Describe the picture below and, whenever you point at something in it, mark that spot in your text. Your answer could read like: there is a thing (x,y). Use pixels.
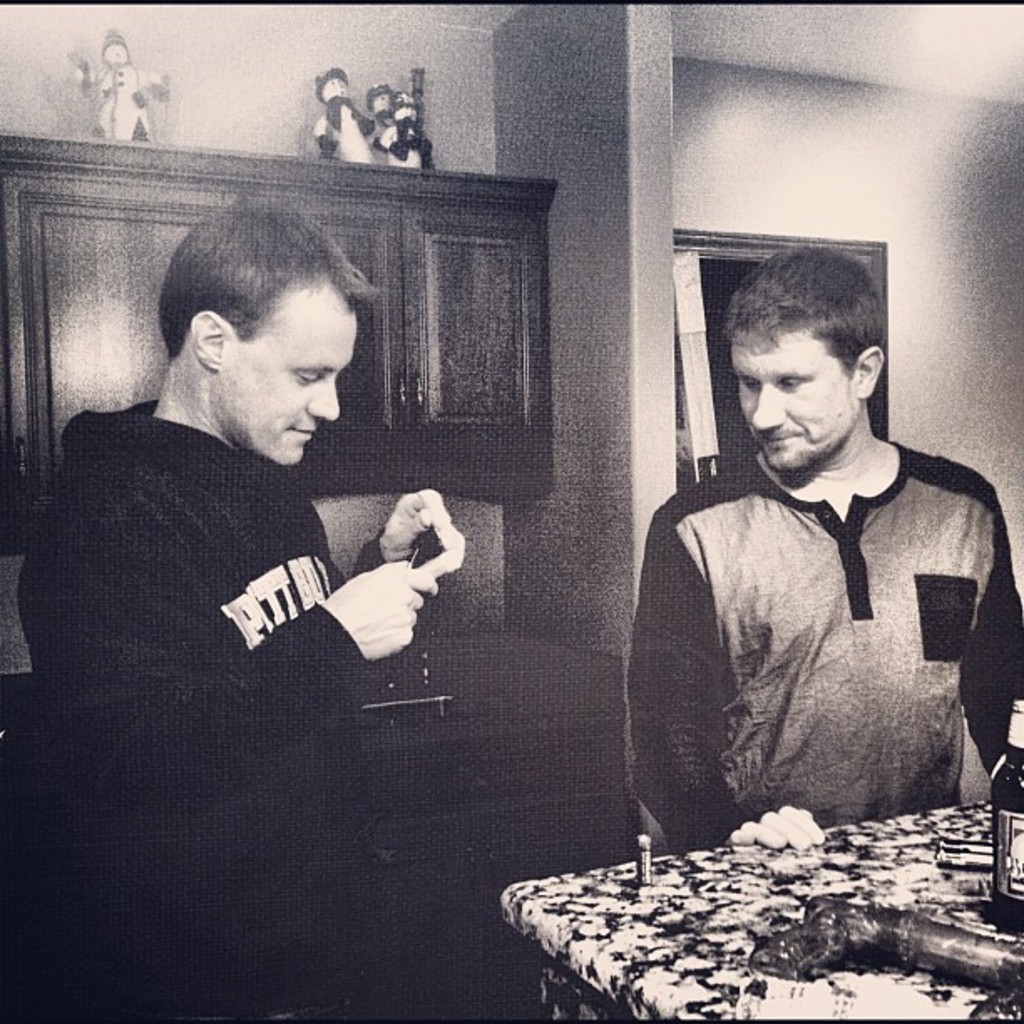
This is a black and white picture. Here we can see two persons (845,371) are standing on the floor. This is table (796,919). On the table (702,1017) there is a bottle (999,903). This is a cupboard (363,249) and there are toys (339,110). On the background (775,160) there is a wall (998,237).
